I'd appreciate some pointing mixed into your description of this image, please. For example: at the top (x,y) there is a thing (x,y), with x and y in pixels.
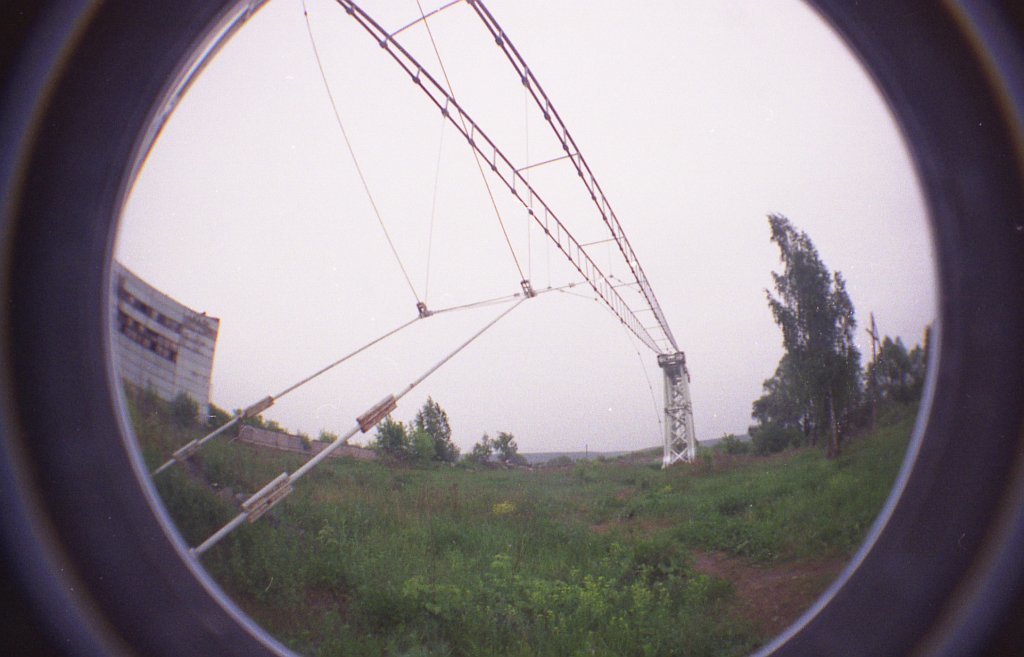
In this image, we can see the view from a glass (995,186). We can see the ground (505,556) with some objects (298,451), grass (645,597), plants (501,578), trees (823,286). We can see a building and some metal objects (169,462). We can see the sky (264,382).
